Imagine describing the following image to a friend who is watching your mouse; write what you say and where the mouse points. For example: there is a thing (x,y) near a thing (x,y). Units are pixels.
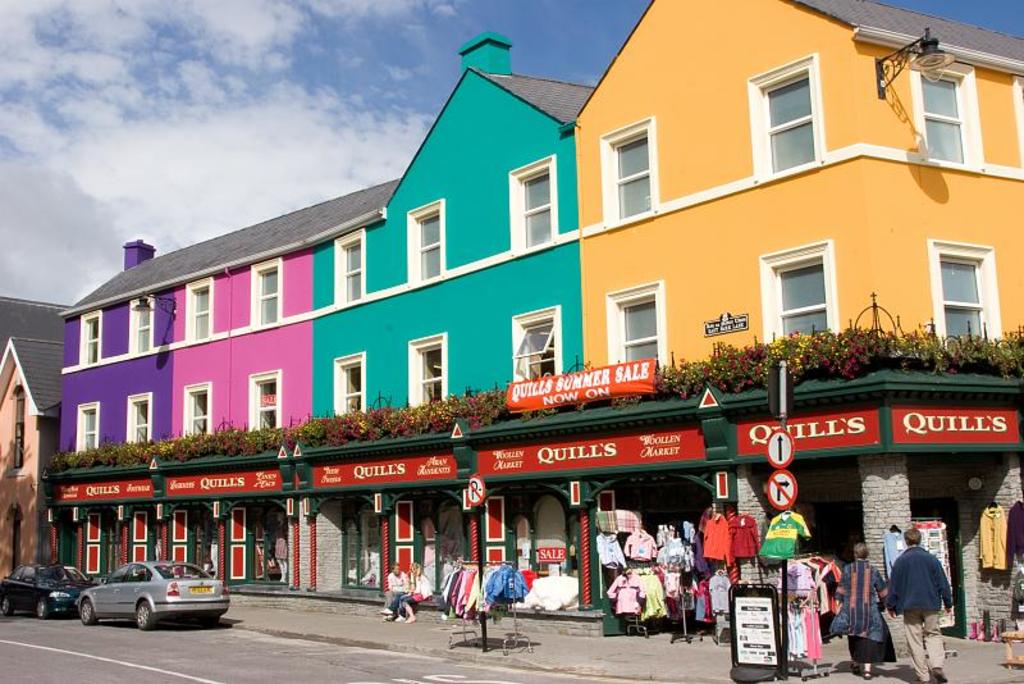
In the picture we can see a huge building (976,300) with blue, pink, green and yellow in color with windows (628,176) to it and under it we can see some shop (860,464), with clothes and two people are walking into it and near the building (1005,313) we can see two cars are parked and beside the building (825,197) we can see a part of the other building (5,481) with door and in the background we can see the sky (117,217) with clouds (15,33).
